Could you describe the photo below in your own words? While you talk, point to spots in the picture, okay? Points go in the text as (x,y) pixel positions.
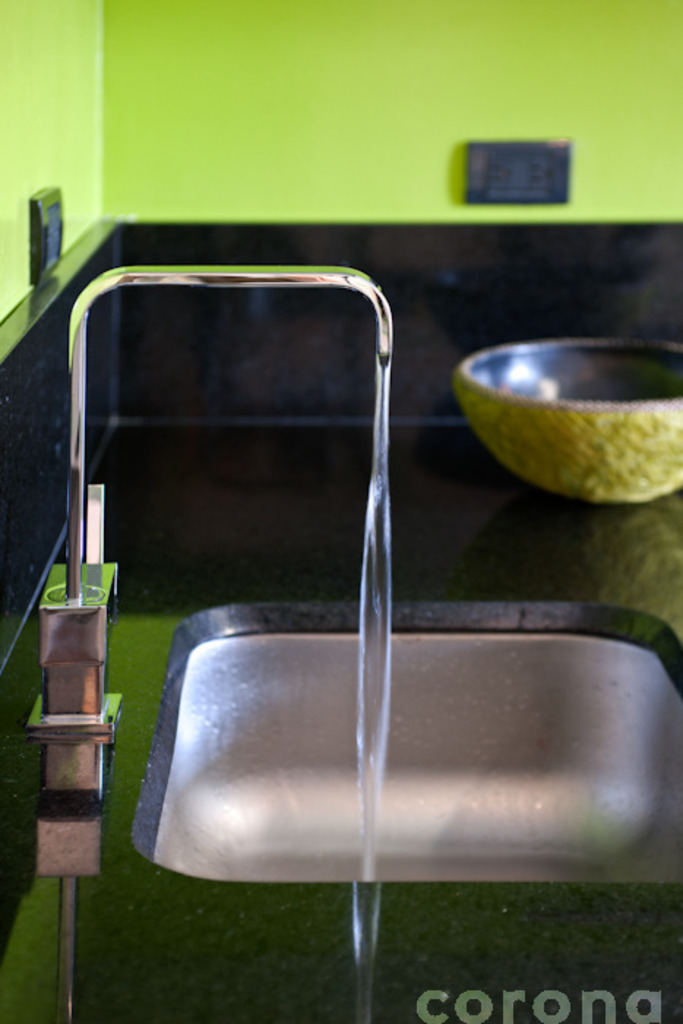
In this image we can see a sink (335,824) with a tap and water (373,837). On the backside (524,461) we can see a bowl (525,480) placed aside and some switch boards (52,242) on a wall (421,129).
